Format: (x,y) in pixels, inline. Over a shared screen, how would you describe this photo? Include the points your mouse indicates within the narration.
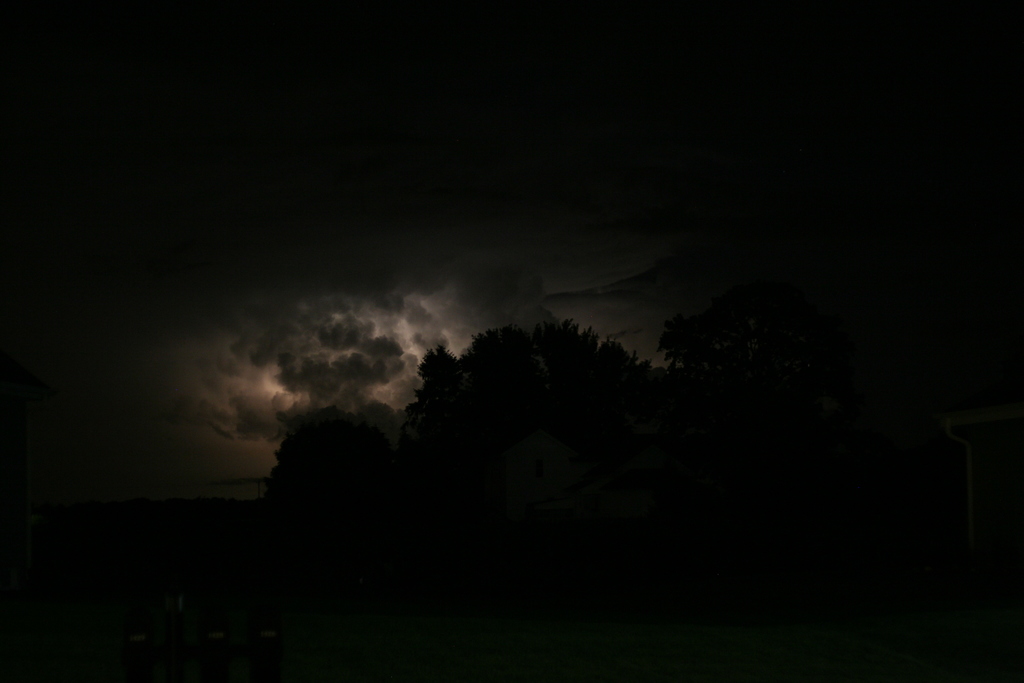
In this image, we can see dark view. In the middle of the picture (437,452), we can see trees (324,479) and houses (527,500). In the background (921,155), there is the sky (575,198).
